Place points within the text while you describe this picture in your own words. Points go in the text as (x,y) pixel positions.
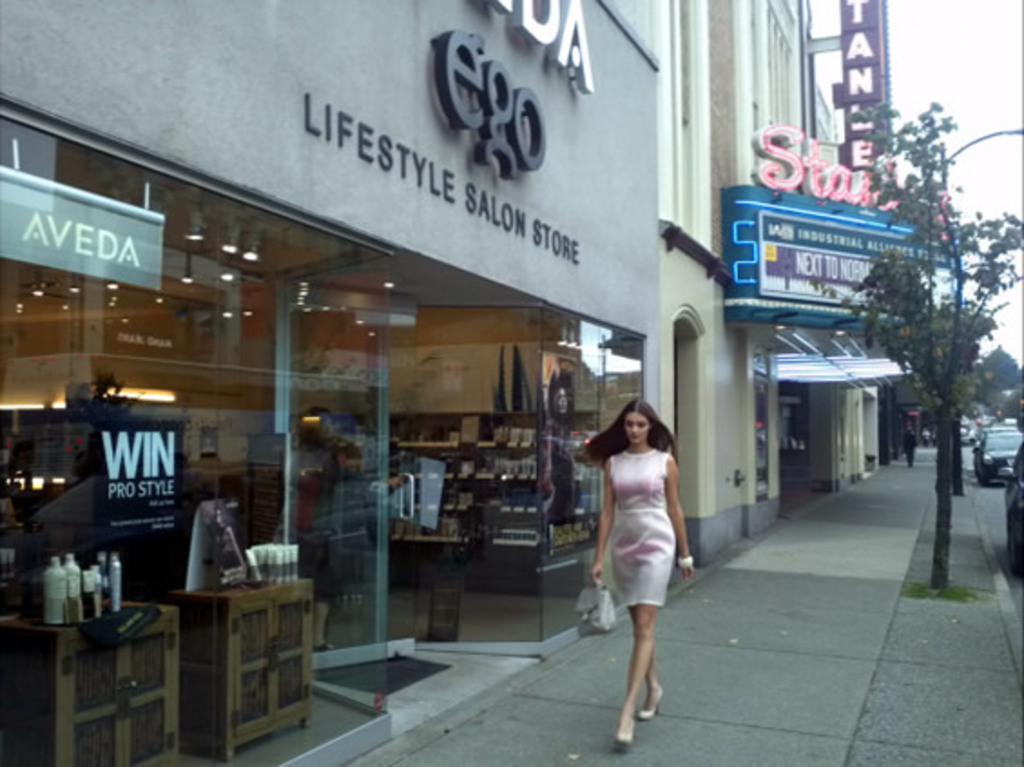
In this image we can see a lady (682,513) holding a bag (608,590), she is walking on the path (777,585), there are some buildings (604,149), boards (797,158) with some text (945,221) on it, there are some vehicles (977,456), trees (942,472), light pole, there are some objects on the tables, and on the racks (440,451), there are some posters (560,497) with some text (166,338) on it, also we can see the sky (943,69).
